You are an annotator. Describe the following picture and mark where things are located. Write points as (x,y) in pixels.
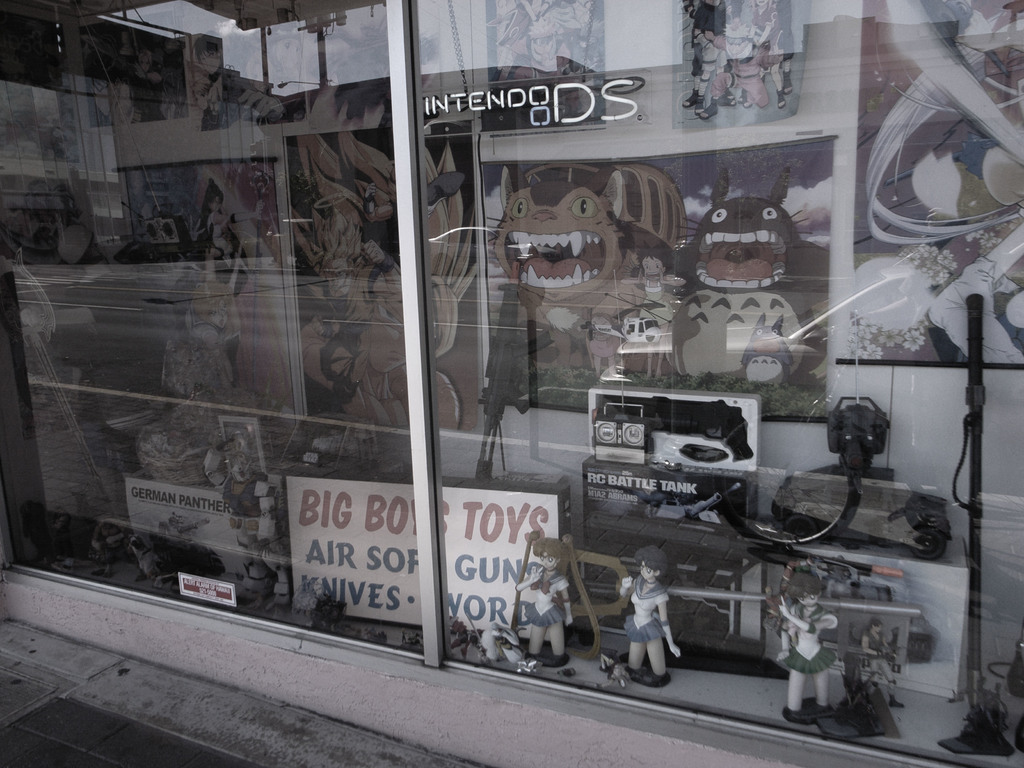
This is the picture of a building (68,499). In this picture there are toys (779,608) and posters (822,252) on the wall (638,21) behind the mirror (451,476). There is a reflection of a sky (296,37) on the mirror (868,278).
